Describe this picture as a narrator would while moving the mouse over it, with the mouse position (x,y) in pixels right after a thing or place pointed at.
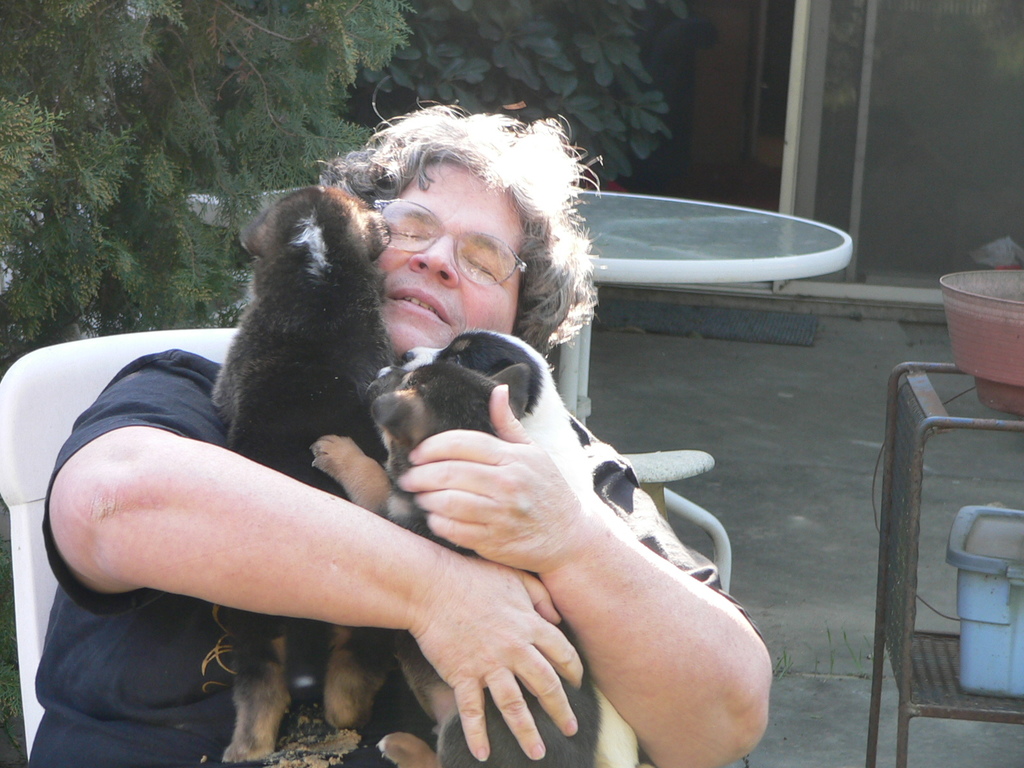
In this image a man (80,602) is sitting on a chair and playing with a puppies (300,371). At the background (140,78) there are many trees (449,100) and a table (688,208). At the right side of the image (935,360) there is a stand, floor (805,407) and a mat (748,333).
